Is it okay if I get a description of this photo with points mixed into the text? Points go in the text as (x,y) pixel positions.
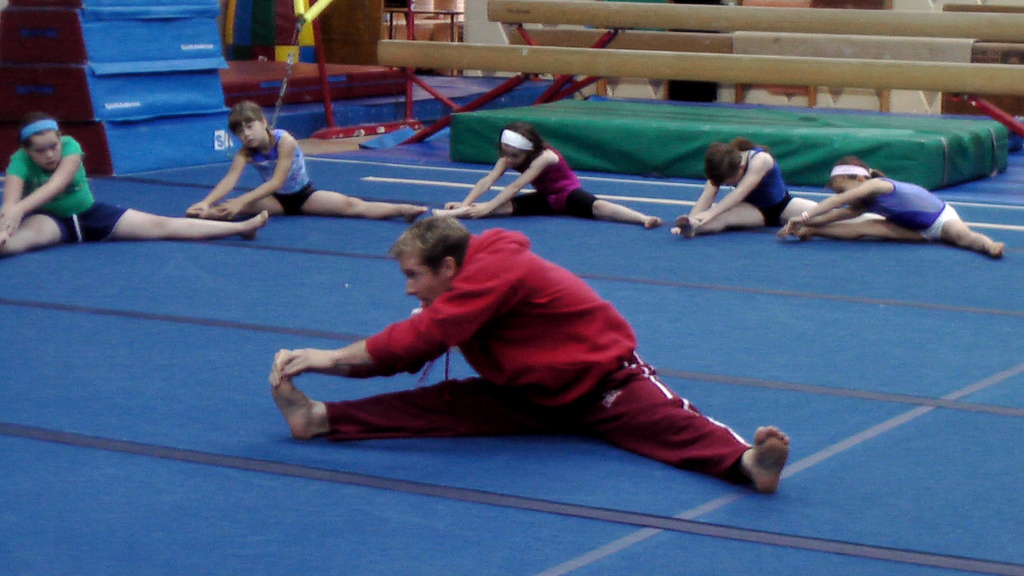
In this image there are some people (530,196) who are doing exercises, at the bottom (92,401) there is a floor (839,439) and in the background (558,57) there are some wooden sticks (724,81) and some boxes (215,80).
